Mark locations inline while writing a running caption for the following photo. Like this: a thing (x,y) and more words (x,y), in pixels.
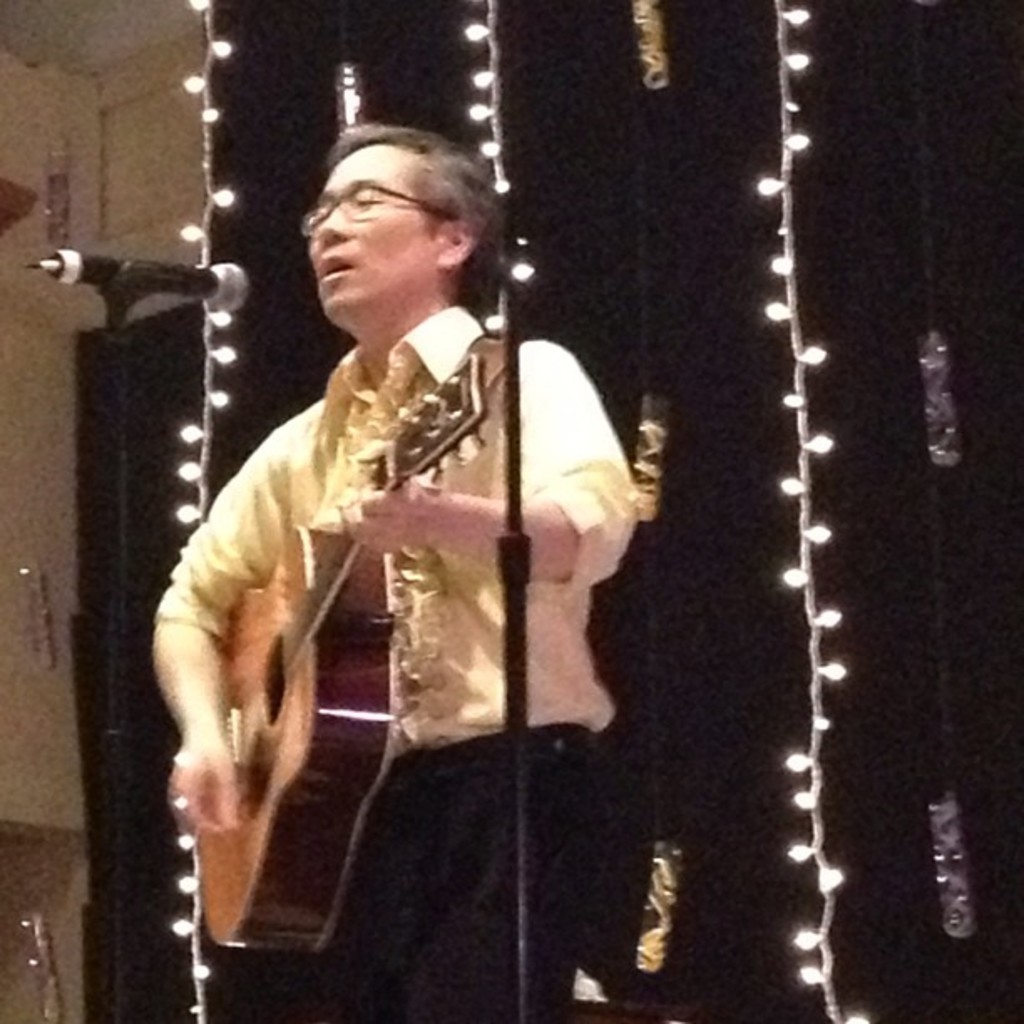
In this image we have a man (418,966) standing and playing a guitar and singing a song in the microphone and the back ground (289,287) we have lights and a cloth (926,777).
